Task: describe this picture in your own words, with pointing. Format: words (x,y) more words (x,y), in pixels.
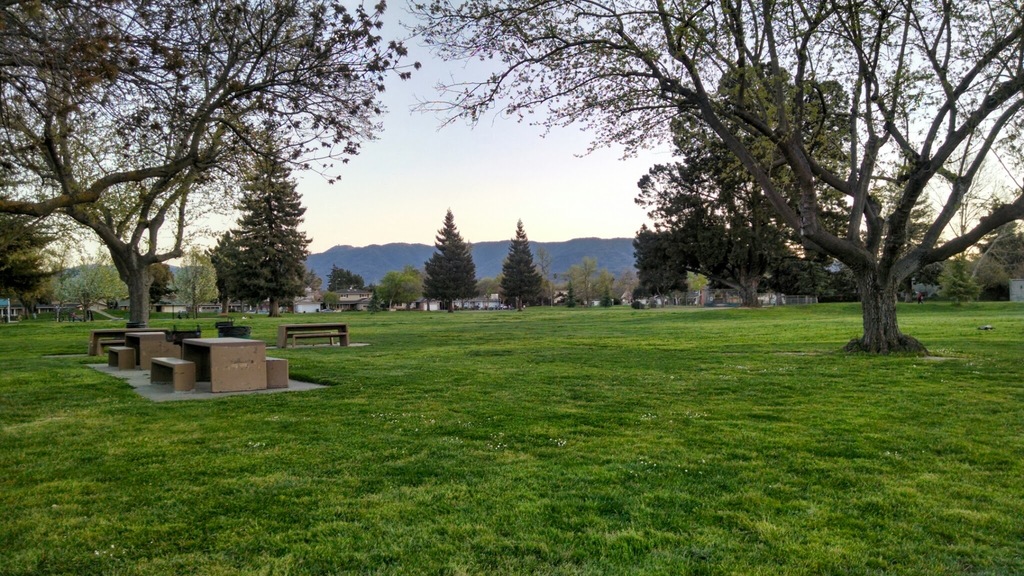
In this picture there are buildings (71,306) and trees (1010,215) and there are mountains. In the foreground (184,374) there are tables (217,380) and benches (308,340). At the top (393,169) there is sky (425,157). At the bottom (608,394) there is grass (544,427).
